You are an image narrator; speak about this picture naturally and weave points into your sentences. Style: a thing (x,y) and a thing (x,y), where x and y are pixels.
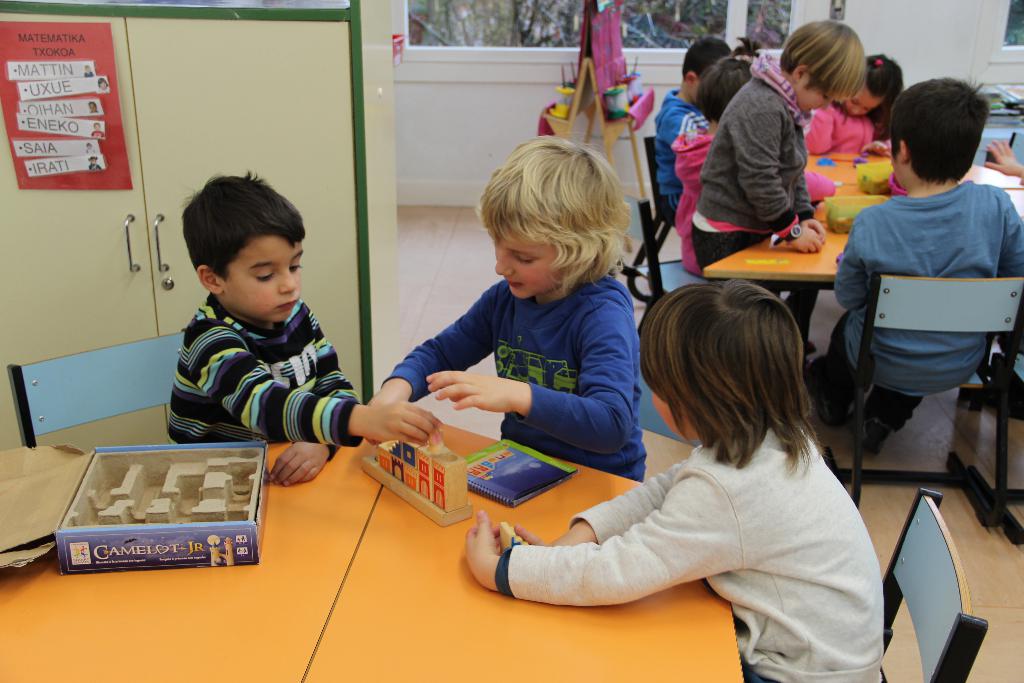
This image is taken from inside. In this image there are two tables (615,483) with some objects (197,514) and toys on it, in front of them there are groups of people (815,638) sitting and standing. Beside them there is a rack (70,232) with some labels (65,167) on it and there is a wooden structure (640,174) on which the paintings (608,88) and brushes (575,80) are arranged, behind that there is a wall (902,17) with windows (759,15).
